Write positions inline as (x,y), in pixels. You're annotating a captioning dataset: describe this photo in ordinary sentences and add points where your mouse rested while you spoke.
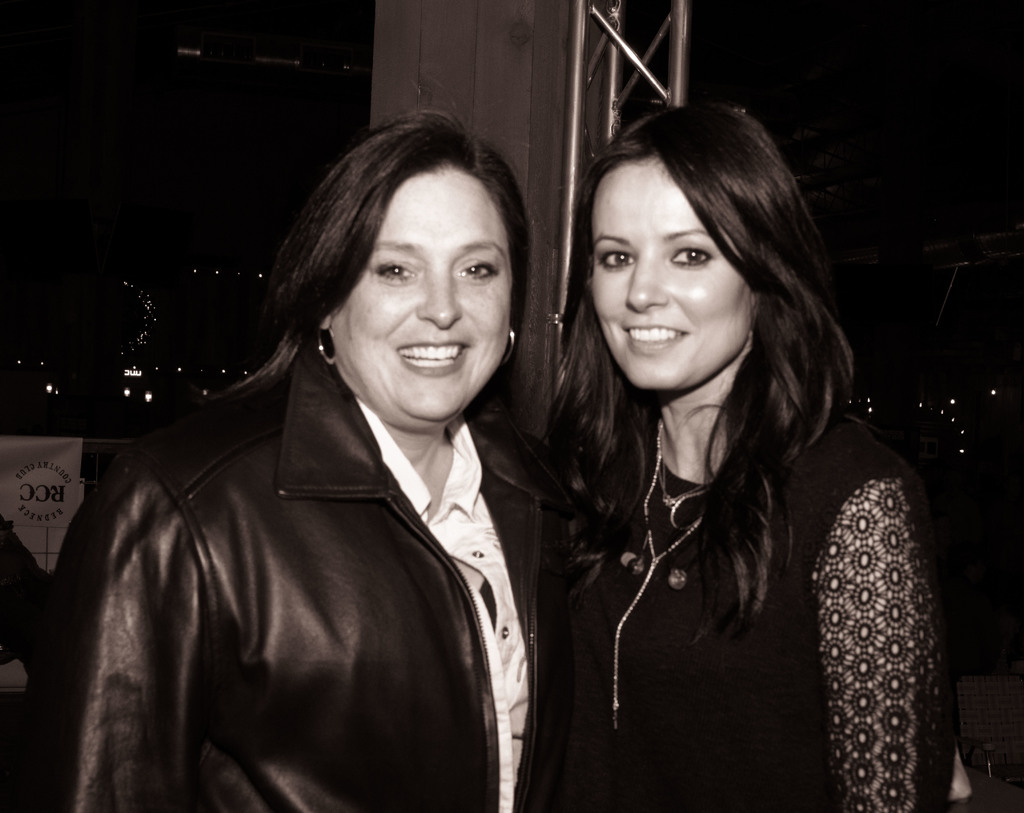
In this image we can see two ladies (439,612) standing and smiling. In the background (542,154) there is a pillar (523,135). On the left (41,483) there is a banner (40,521) and we can see lights (943,414).
